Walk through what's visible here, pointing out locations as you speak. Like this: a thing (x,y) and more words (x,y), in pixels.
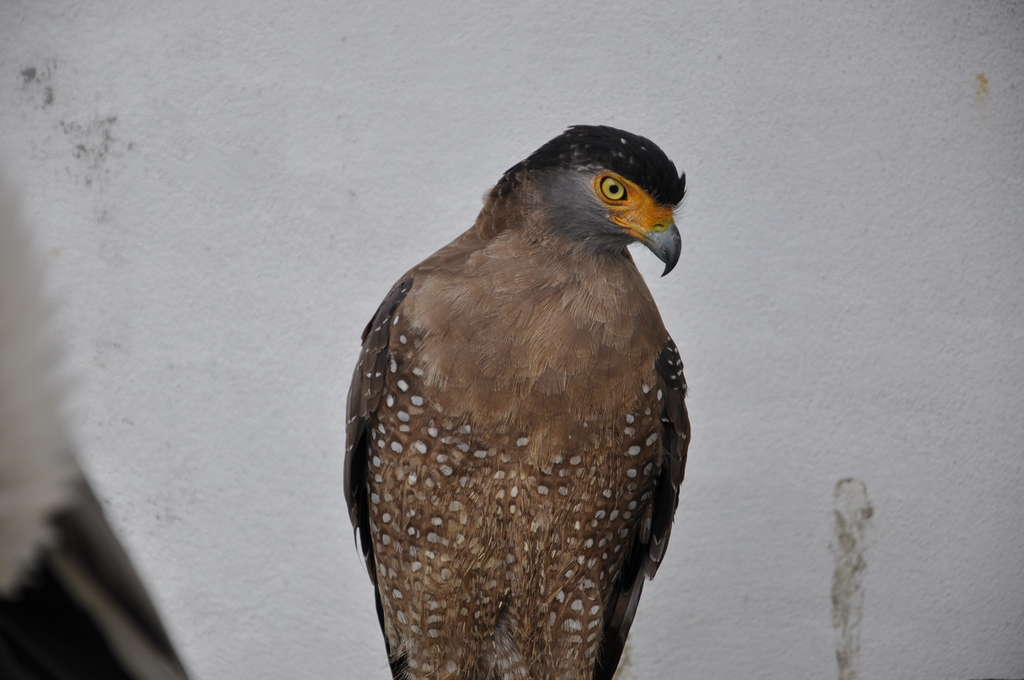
In this picture I can see there is a eagle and it has brown feathers (529,424) and beak (676,251). In the backdrop (373,102) I can see there is a white wall (230,475).
